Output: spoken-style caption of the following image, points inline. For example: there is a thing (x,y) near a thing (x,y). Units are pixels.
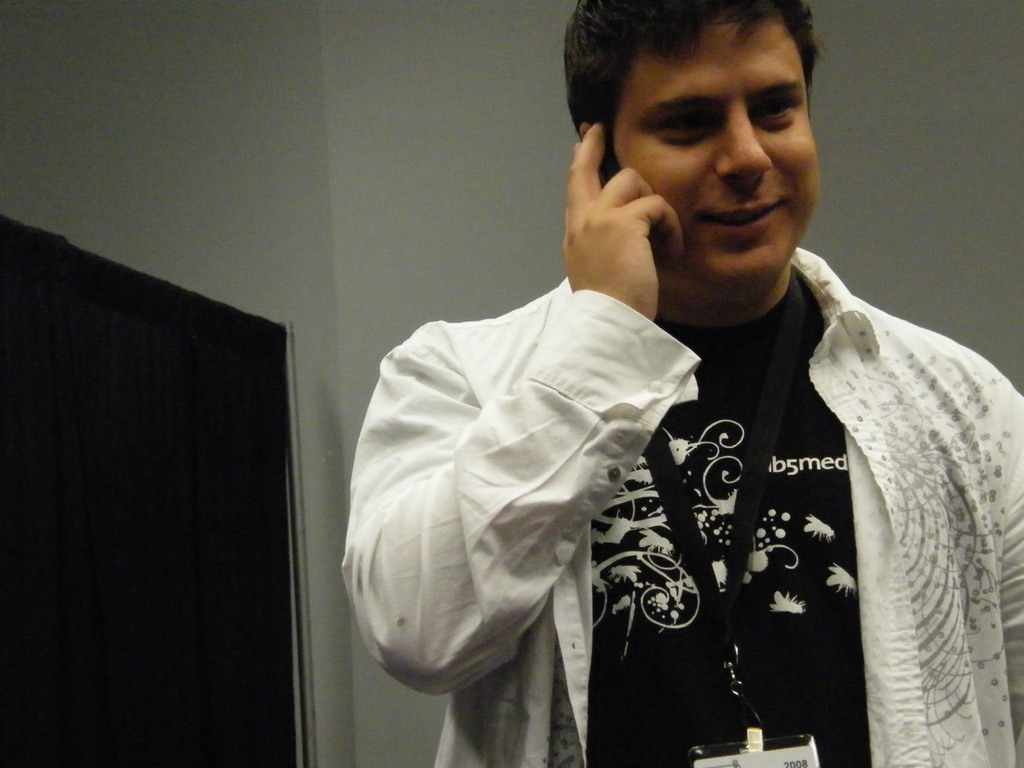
In this image we can see there is a man (634,204) in the foreground (658,149) wearing black and white dress (592,430).
